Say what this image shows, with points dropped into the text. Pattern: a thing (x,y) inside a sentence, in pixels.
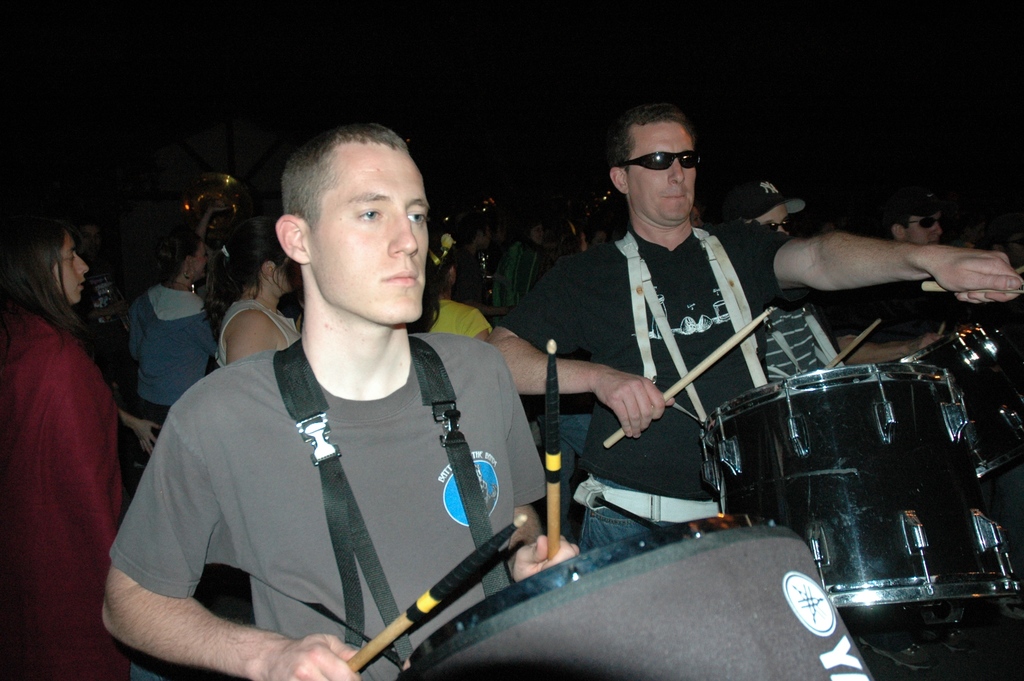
In this picture we can see two people (680,427) holding the drums (757,429) and playing them and behind them there are some other people (937,238).
